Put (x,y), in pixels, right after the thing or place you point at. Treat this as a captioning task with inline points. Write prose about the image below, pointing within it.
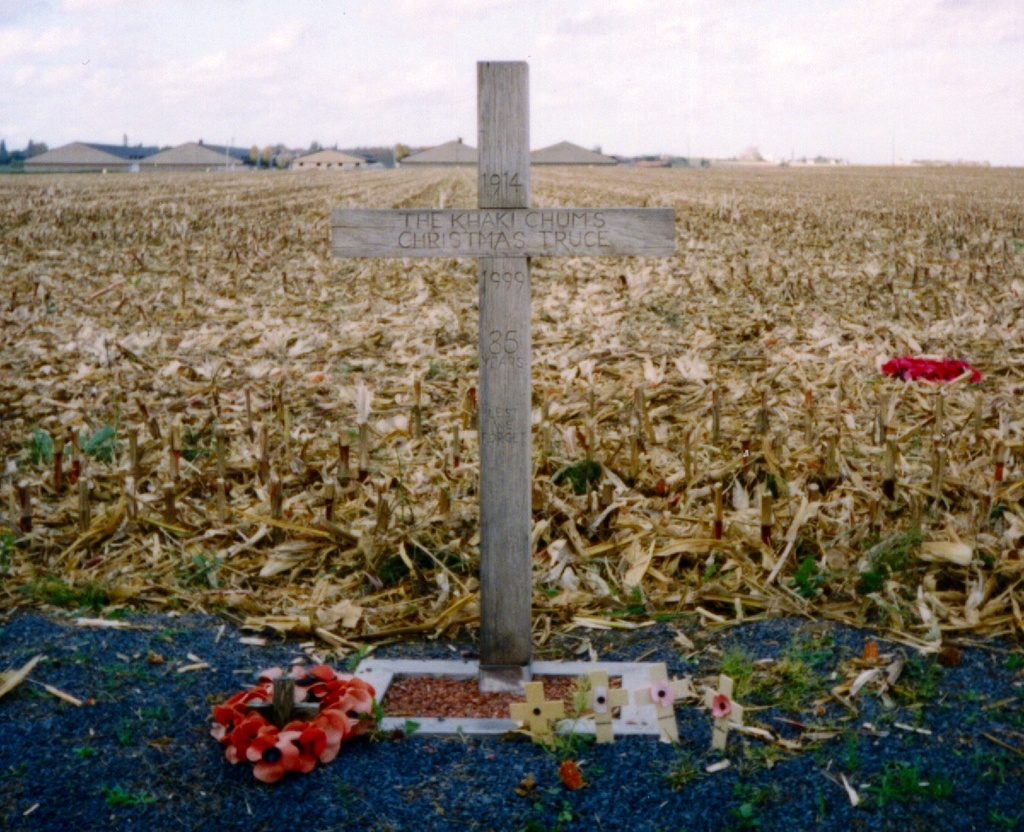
In the center of the image (482,359), we can see a cross (518,557) on the grave (622,720) and there are some flowers (284,752) and some objects (600,720). In the background (141,407), there is field (825,275) and we can see some sheds (186,168) and trees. At the top (281,60), there is sky (255,73).
